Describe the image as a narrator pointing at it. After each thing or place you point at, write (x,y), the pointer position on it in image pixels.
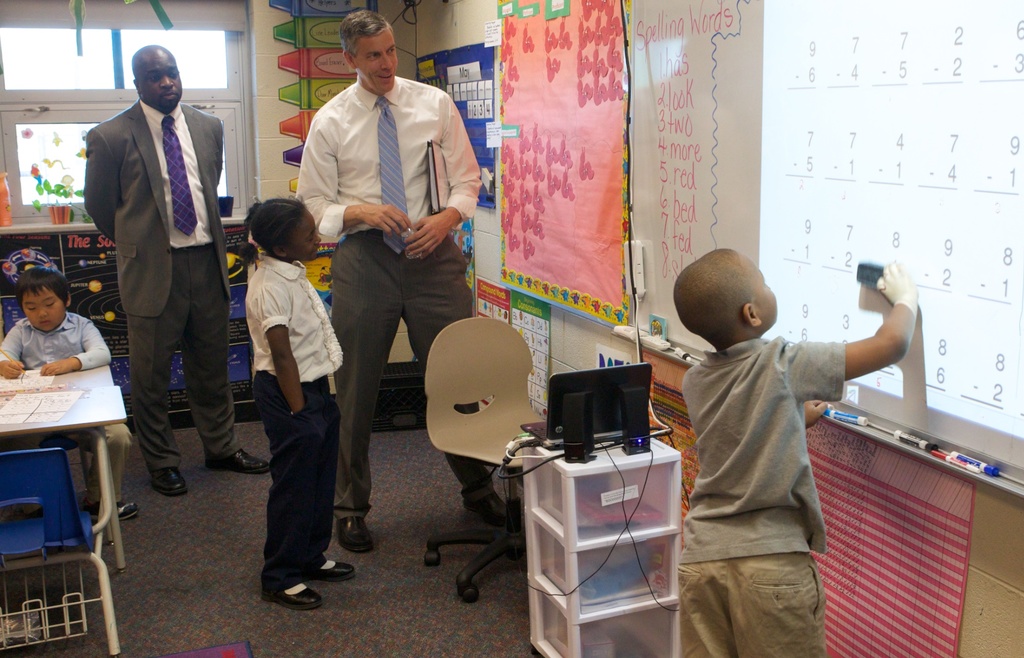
This is an image clicked inside the room (411,604). On the left side of the image (84,318) there is boy (66,347) sitting on the chair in front of the table (87,403). There are two men (206,163) standing and looking at the screen (791,150) which is placed on the right side (928,141). There is a boy (759,432) standing in front of the screen (882,388). Just beside this boy (698,525) there is a table (583,486). In the background (310,23) I can see a wall (269,33) and few sheets (531,91) are attached to this wall (439,26).
